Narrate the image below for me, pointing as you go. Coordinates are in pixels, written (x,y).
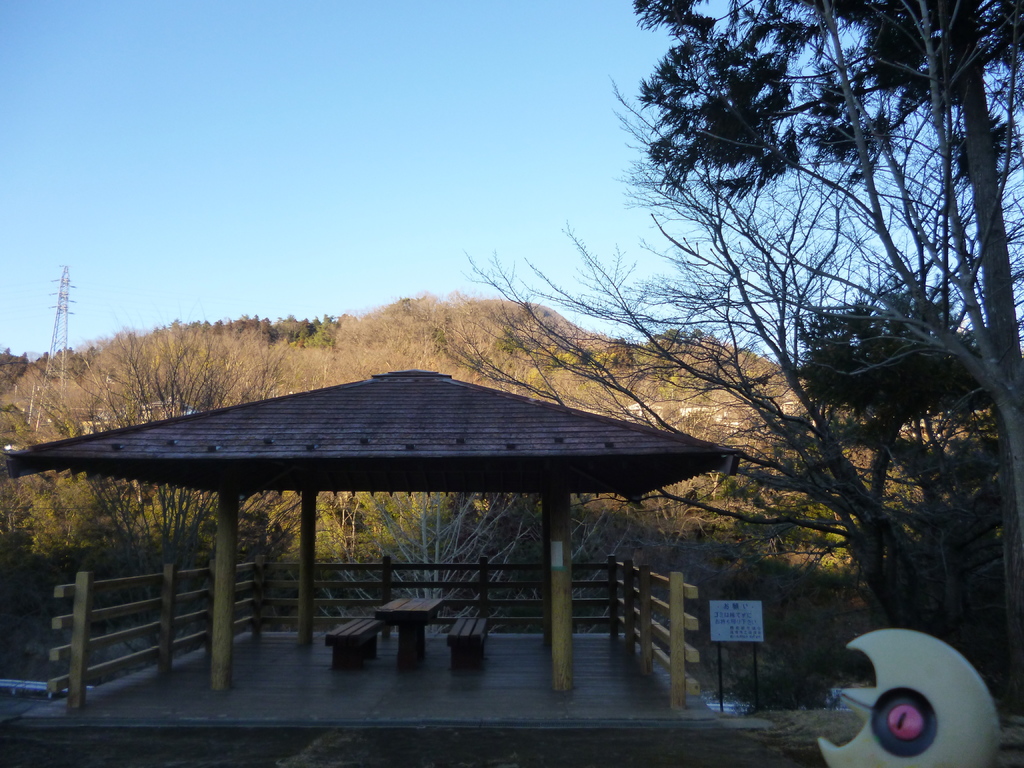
In the background (515,232) we can see the sky (477,152), electrical tower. In this picture we can see the trees (674,426), we can see the shelter (187,434), benches (459,650), table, wooden railing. We can see a board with some information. In the bottom right corner of the picture (879,657) we can see an object (845,745).
